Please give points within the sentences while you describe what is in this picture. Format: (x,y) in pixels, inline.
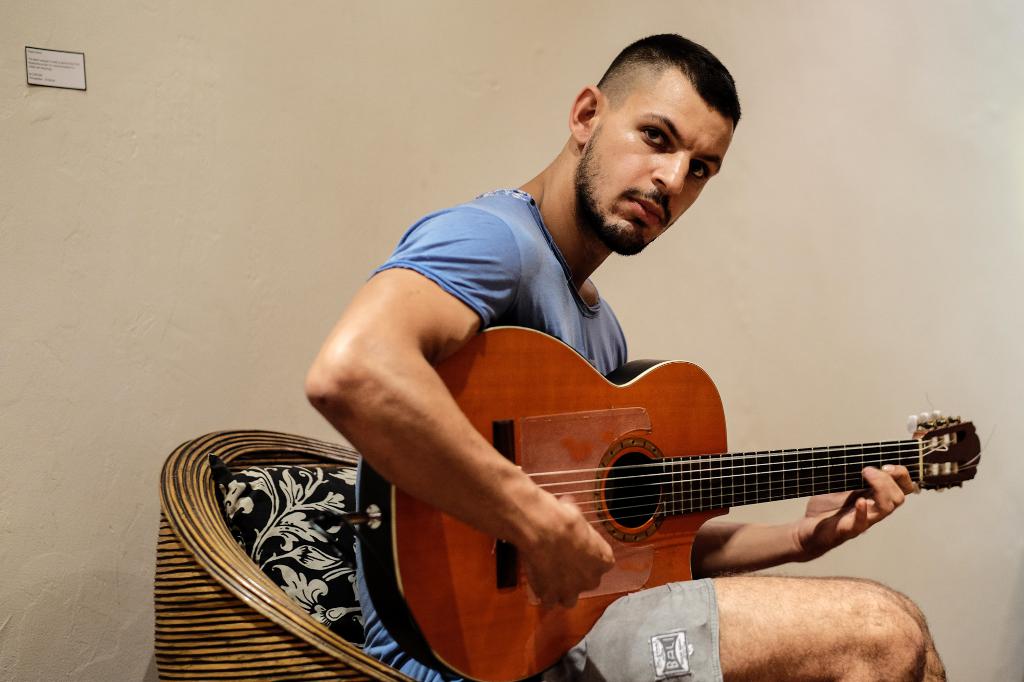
In this image the person (567,524) is holding the guitar (605,500) and he sitting on the chair (233,604) and background (199,273) is white.
